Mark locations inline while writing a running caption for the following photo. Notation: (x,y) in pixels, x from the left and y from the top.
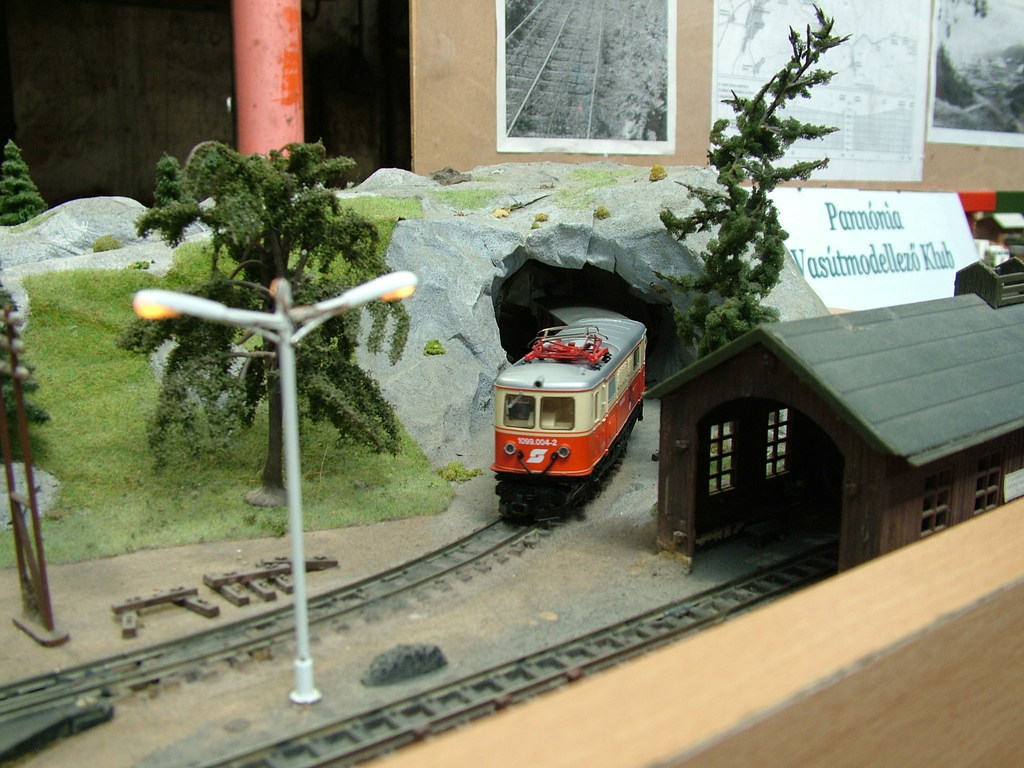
In this image I can see a project (472,240) of train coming from the cave (432,368) beside that there is a hut (997,363) and also there are trees (17,181) and electrical poles (289,393), behind the project (475,289) there is a notice board (959,156) with some photos (911,135).
